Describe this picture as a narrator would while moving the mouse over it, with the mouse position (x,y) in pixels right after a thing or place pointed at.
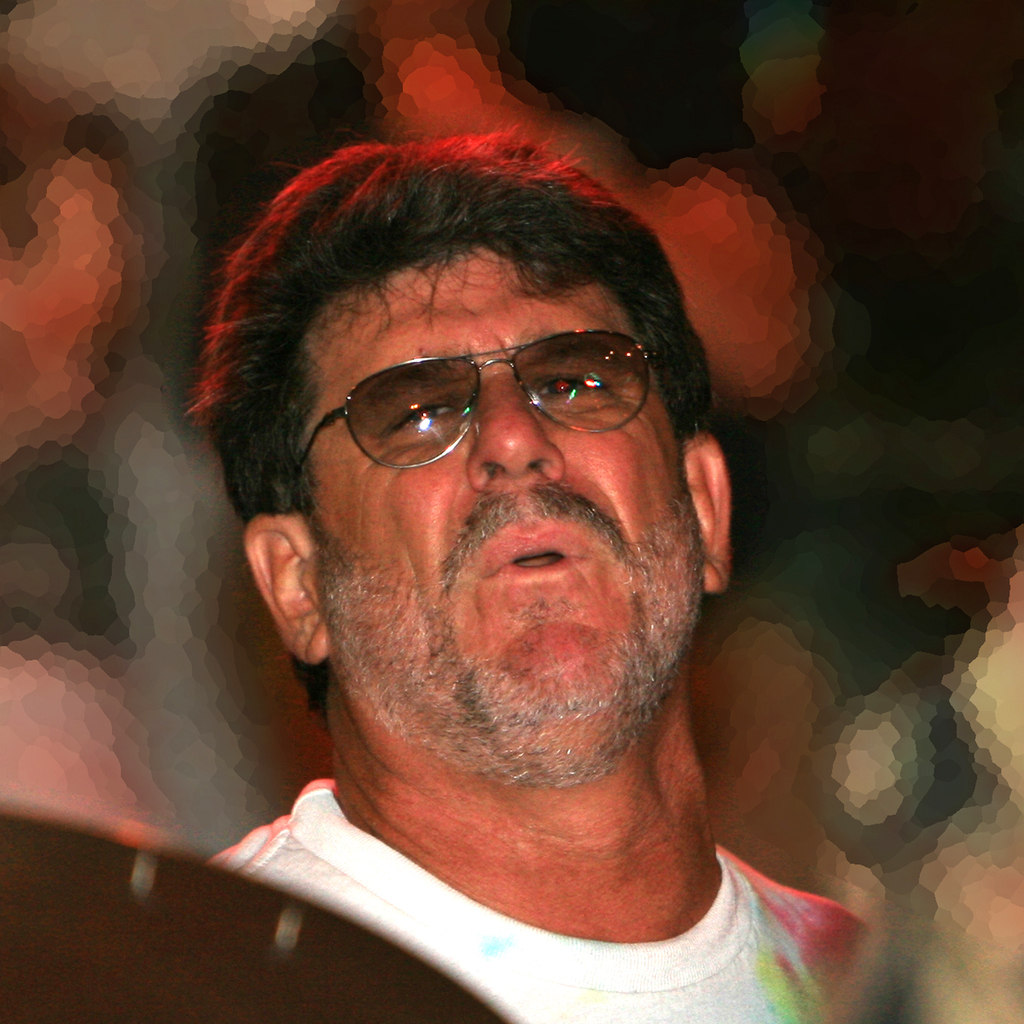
In this image I can see a person (485,763) wearing white t shirt (483,950) and spectacles (400,409) and I can see the blurry background (206,10).
